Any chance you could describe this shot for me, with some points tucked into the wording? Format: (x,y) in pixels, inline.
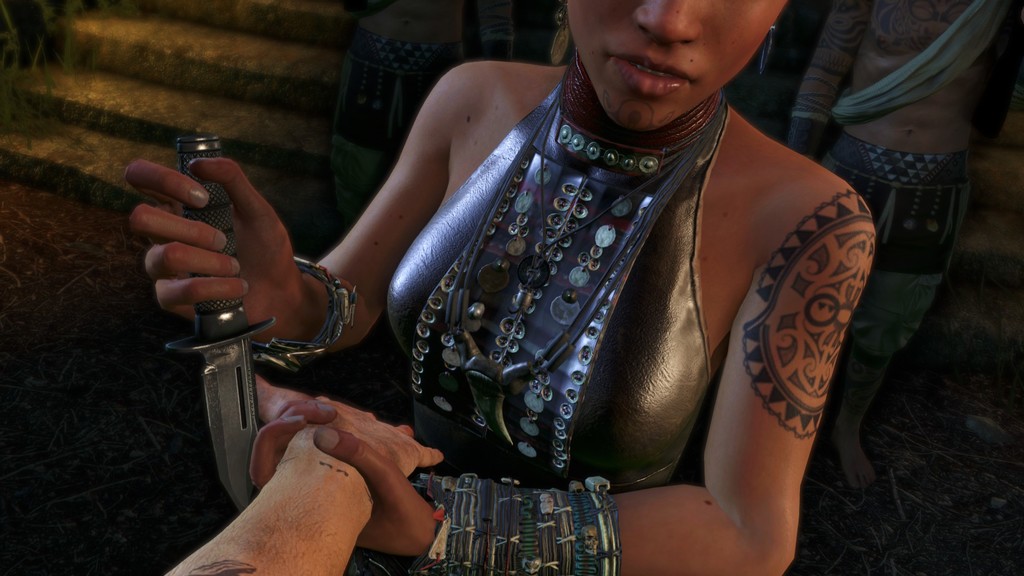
In the foreground of this animated image, there is a woman (554,315) holding one hand (245,284) with a knife (232,352) and another with a hand (373,430) of a person (292,537). In the background (897,130), there are people (399,58), stairs (270,29) and the ground (118,327).
